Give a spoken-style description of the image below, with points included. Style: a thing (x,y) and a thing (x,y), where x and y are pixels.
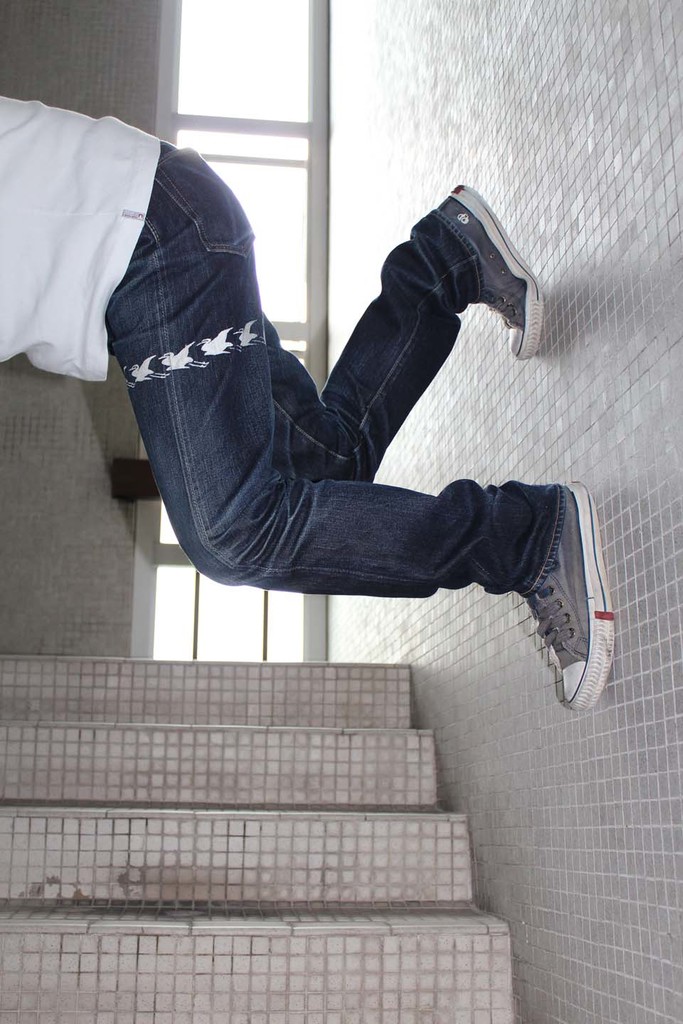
In this picture we can see a person (246,406) in mid-air here, the person (140,276) wore a t-shirt (106,250), jeans (226,528) and shoes (551,658), we can see a wall (611,785) here, there are some tiles (608,833) here.
